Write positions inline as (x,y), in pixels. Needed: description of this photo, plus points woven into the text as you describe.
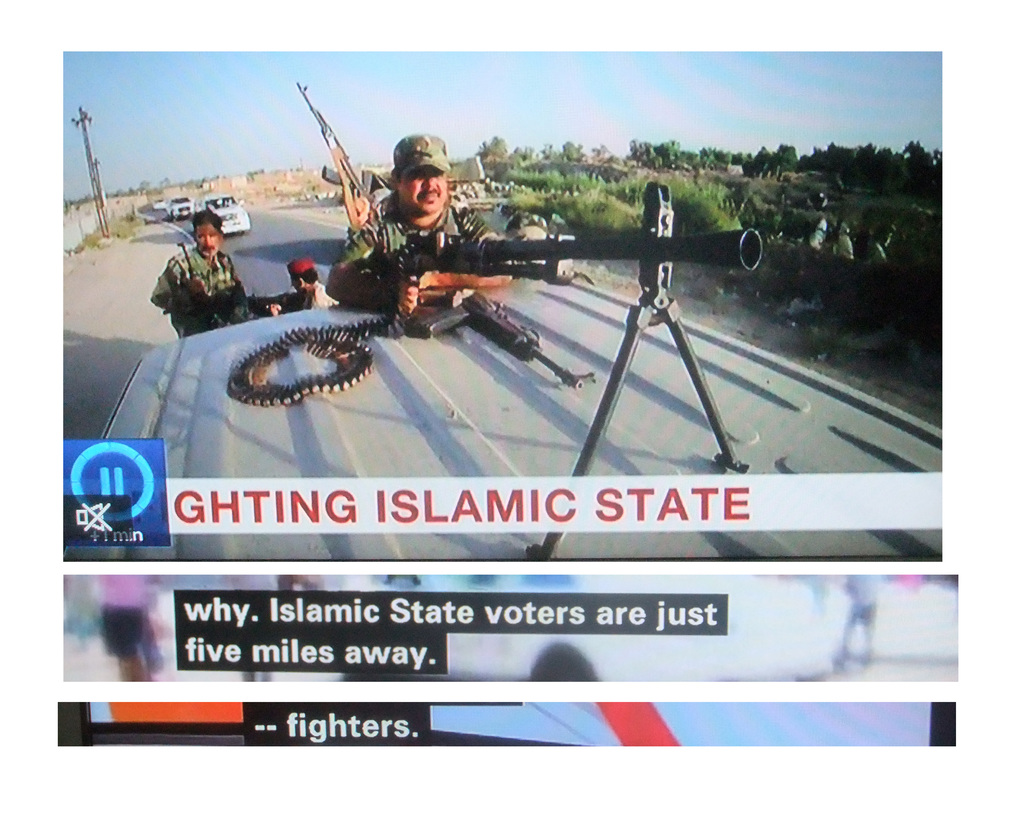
In this image I can see few persons (163,300) wearing military dress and holding gun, in front (570,422) I can see a vehicle (490,430) in white color. Background (338,109) I can see few vehicles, trees (737,212) in green color and the sky (443,100) is in white and blue color.
